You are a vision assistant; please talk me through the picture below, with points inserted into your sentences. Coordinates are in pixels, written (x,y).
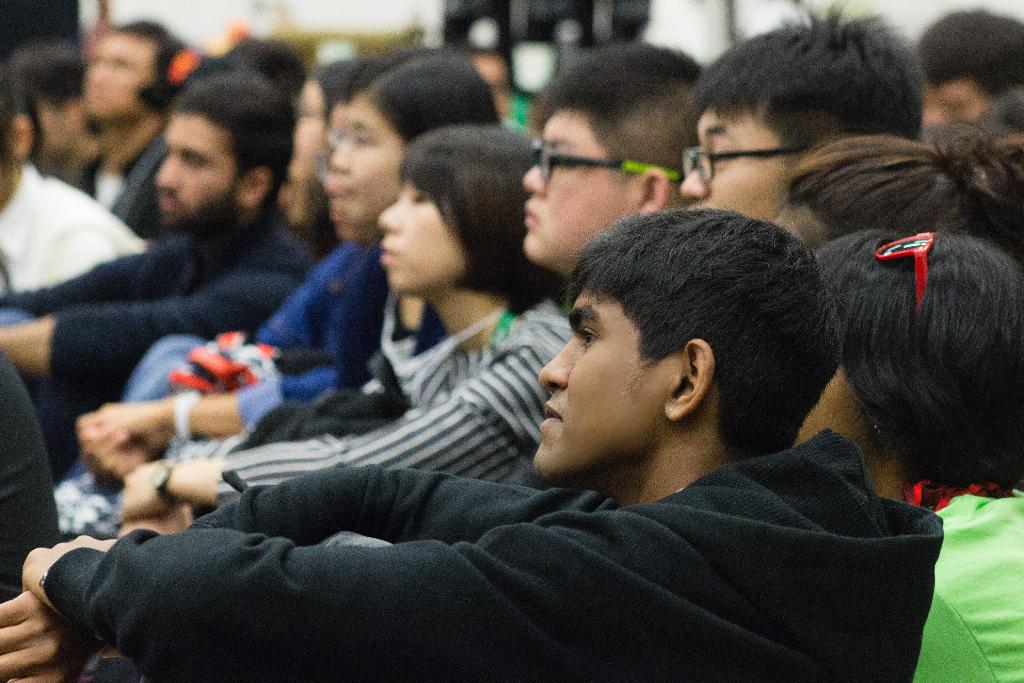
In this image I can see number of people (454,408) are sitting. I can also see few of them are wearing specs (704,152) and here I can see he is wearing a black color jacket (521,552). I can also see this image is little bit blurry from background (221,18).
